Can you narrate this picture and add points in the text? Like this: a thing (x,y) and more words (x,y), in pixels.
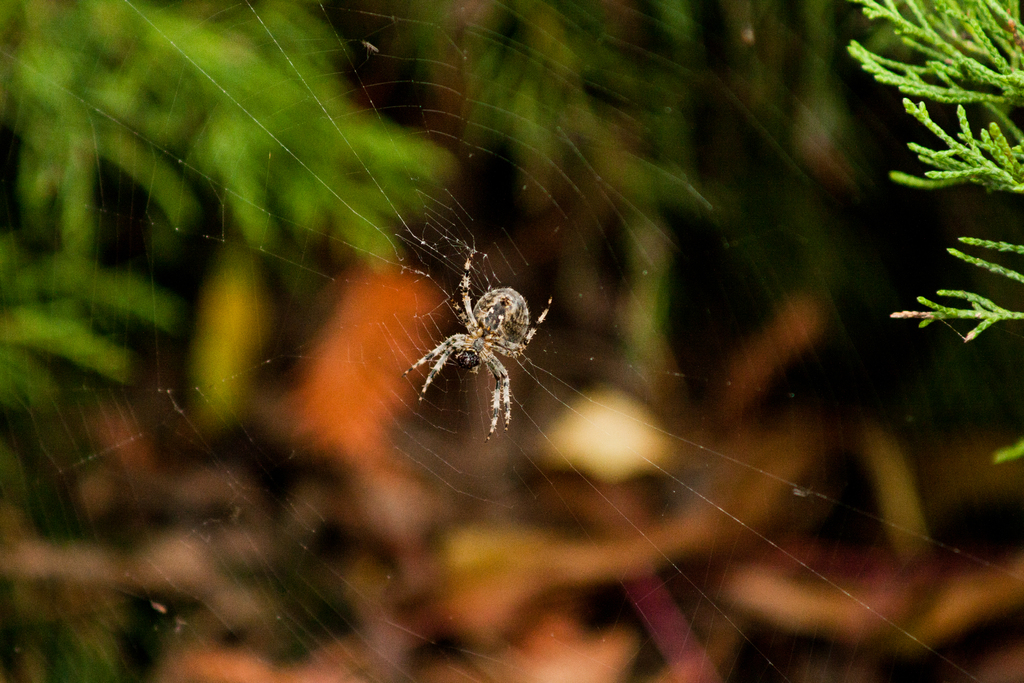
In this image we can see spider (487,352) on a web (727,513). On the right side (942,128) there are leaves (996,37). In the background (751,384) it is blur.
